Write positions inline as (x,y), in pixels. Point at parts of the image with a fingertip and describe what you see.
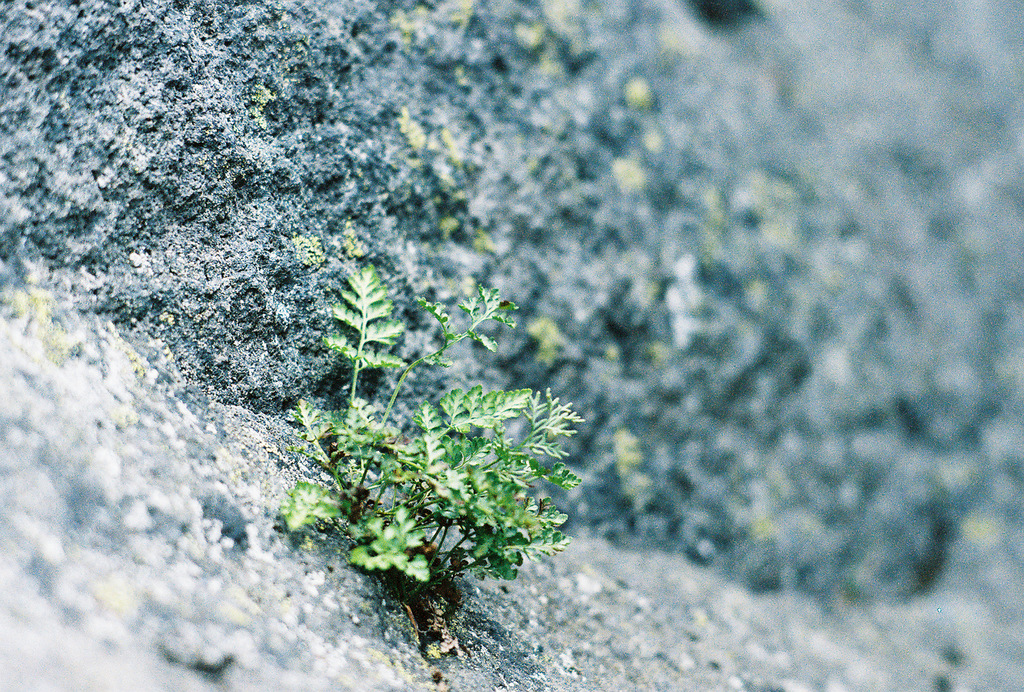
In this image I can see a green color plant (460,458) and gray color rock (190,178).
